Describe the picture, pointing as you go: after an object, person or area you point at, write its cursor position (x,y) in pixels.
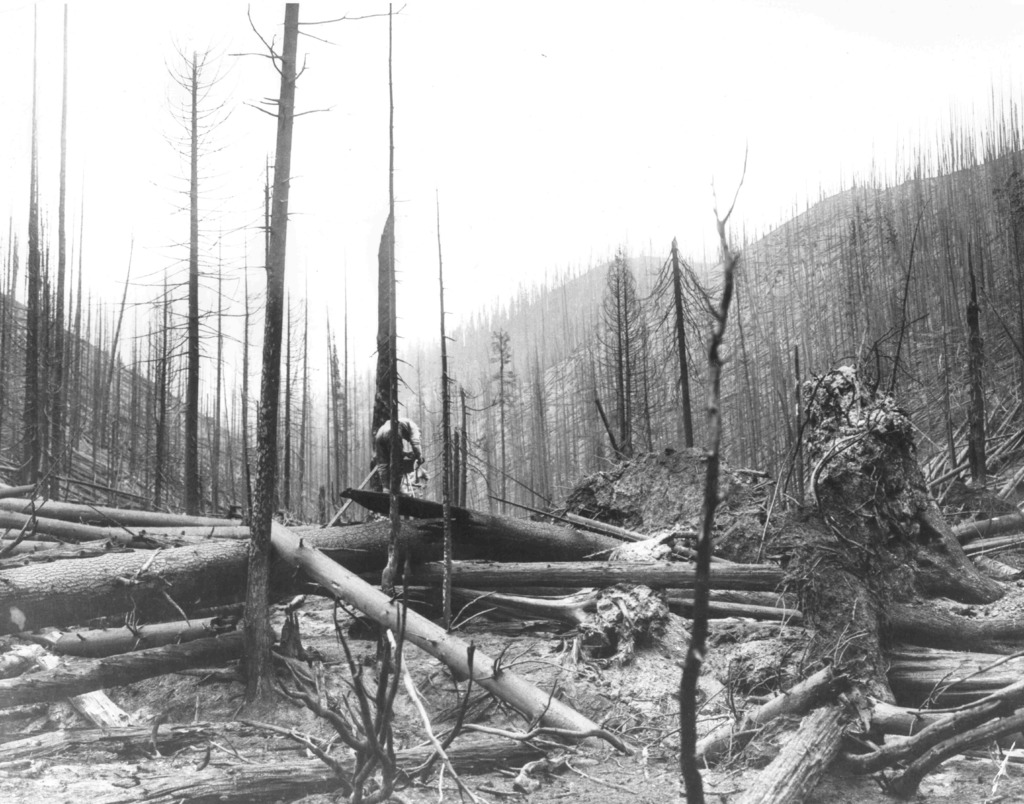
In this image I can see number of trees (851,323) and I can also see number of tree trunks (360,545) on the ground (75,712). I can also see this image is black and white in colour.
